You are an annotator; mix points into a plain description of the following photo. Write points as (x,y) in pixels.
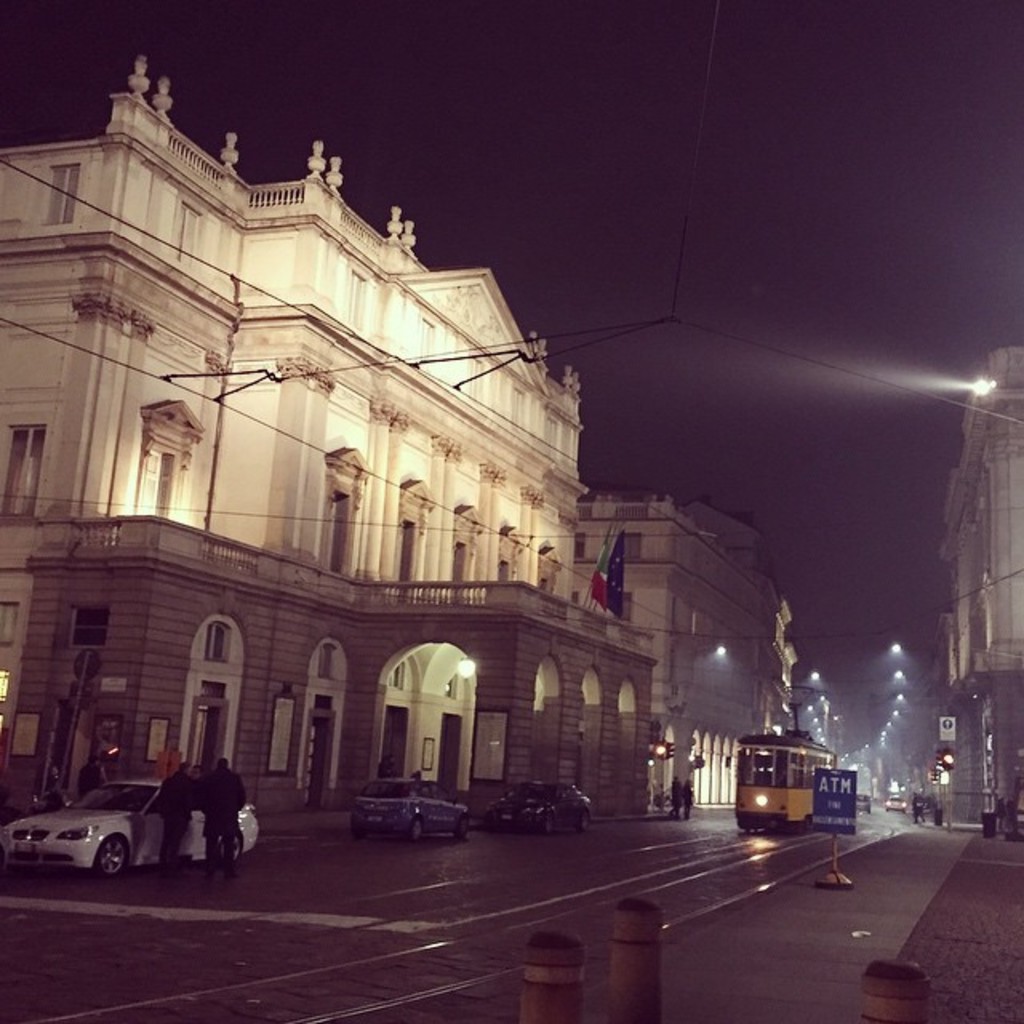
In this picture there is a white building (464,472) with arch designs windows (456,551). In the front (597,845) there is a road (731,818) with yellow color tram (785,827). On the left side of the road (330,930) there is a white color car (159,821) with two men (231,817) standing and discussing something. In the background (691,698) there are some building (691,682) and street lights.
